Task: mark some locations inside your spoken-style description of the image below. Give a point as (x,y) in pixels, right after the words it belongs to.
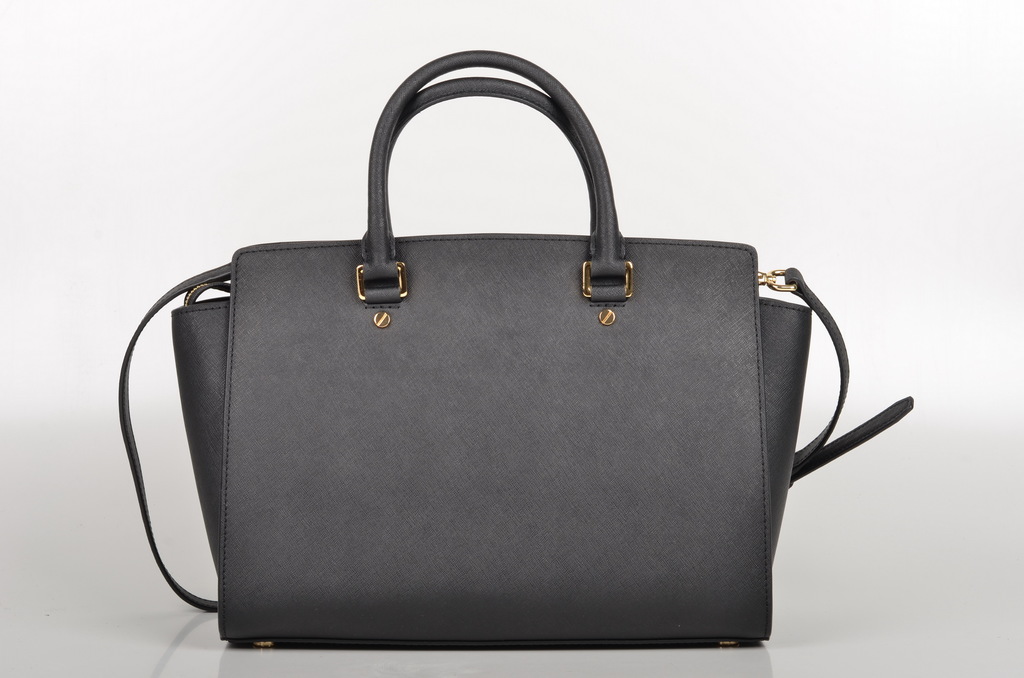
There is a grey color bag (500,276) with a handle (382,227) and strap (837,417).
